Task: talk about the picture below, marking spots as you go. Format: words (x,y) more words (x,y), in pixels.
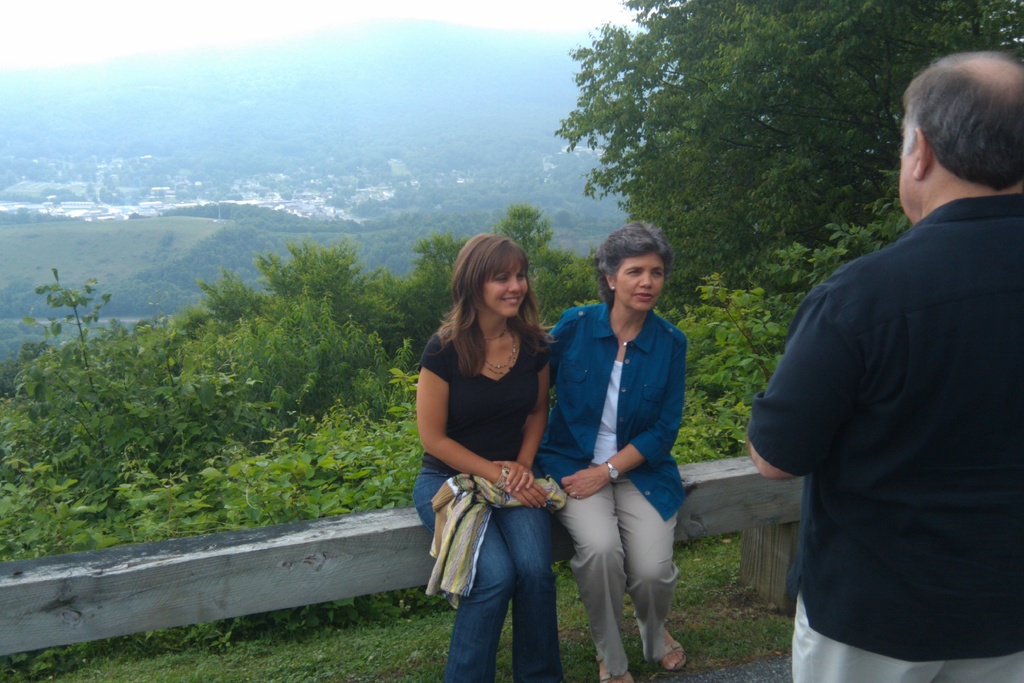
In the image there is an old man (966,145) in black dress (948,316) standing on the right side (933,366) with two women (491,383) sitting on a wooden fence (118,620) in front of him, in the back (191,318) there are trees (134,333) all over the place with a mountain (307,112) in the background (341,104).
